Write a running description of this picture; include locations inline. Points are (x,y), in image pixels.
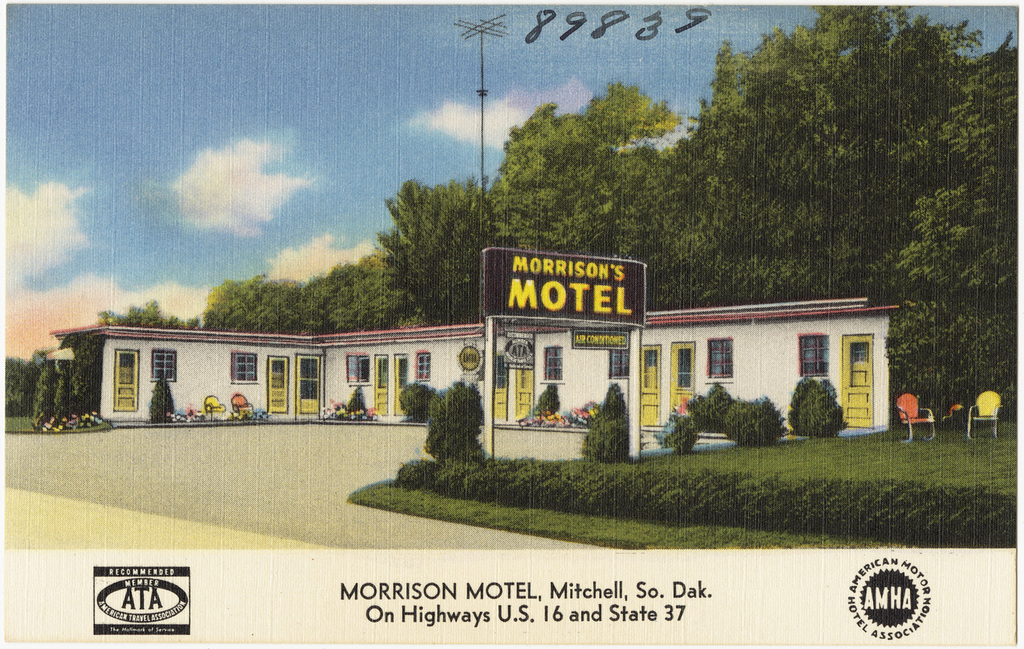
I see this is a depiction image and in the front of this image (822,484) I see the grass (749,532) and the plants (463,443) and in the middle of this picture (665,344) I see a house (705,317) and I see a board (534,301) on which there is something written. In the background (484,115) I see the sky (509,25) and I see a pole (486,31) and I see something is written on the top of this image (644,21) and I can also see something is written on the bottom of this image (544,604).
